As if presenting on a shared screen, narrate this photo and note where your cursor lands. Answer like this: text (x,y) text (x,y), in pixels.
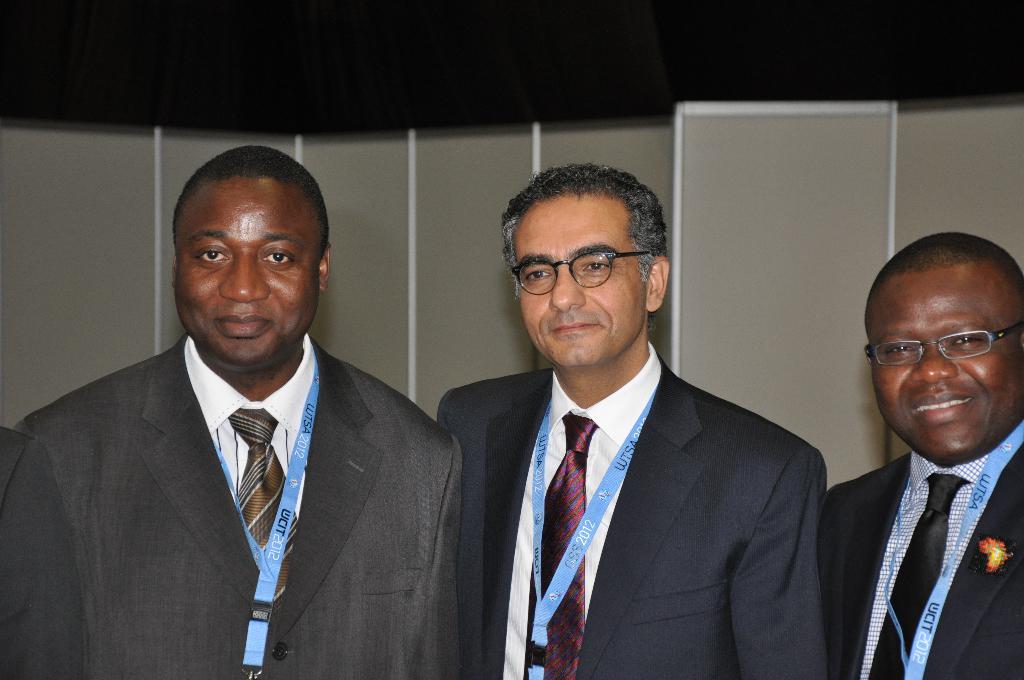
Here men (925,455) are standing wearing suit (446,542) and id cards (272,572).
